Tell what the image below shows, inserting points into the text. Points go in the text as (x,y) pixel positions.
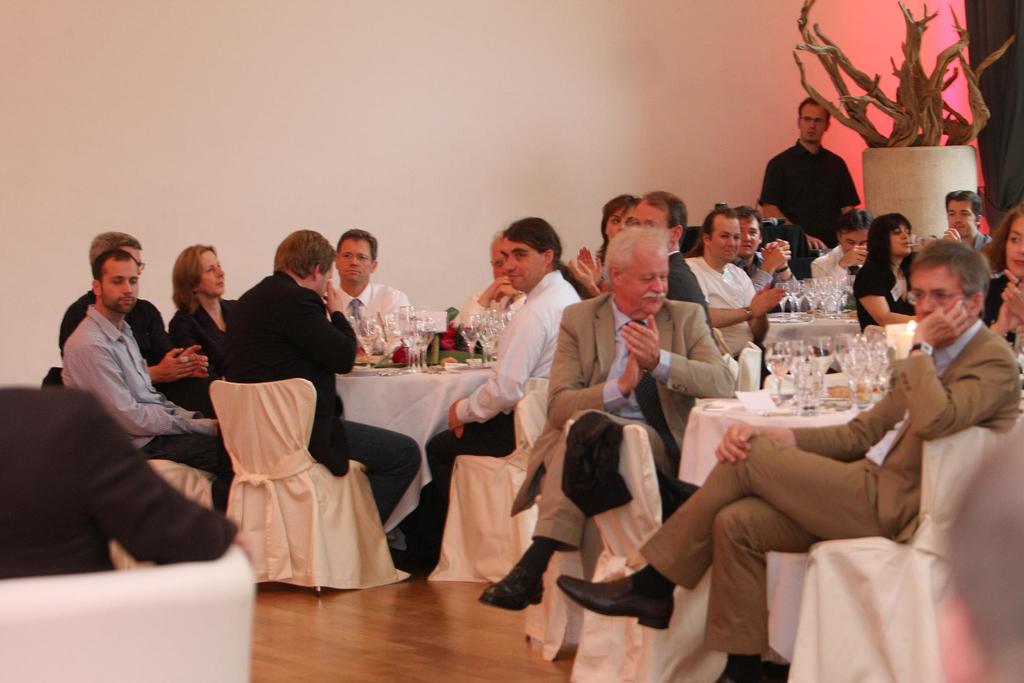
This is a picture taken in a room (546,671), there are a group of people (172,388) sitting on chairs (631,433) in front of these people (619,378) there is a table (415,384) on the table (710,410) there are glasses (829,357), candle (901,342) with flame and some items (453,346). behind the people (581,409) there is a wall (547,130) and something.
